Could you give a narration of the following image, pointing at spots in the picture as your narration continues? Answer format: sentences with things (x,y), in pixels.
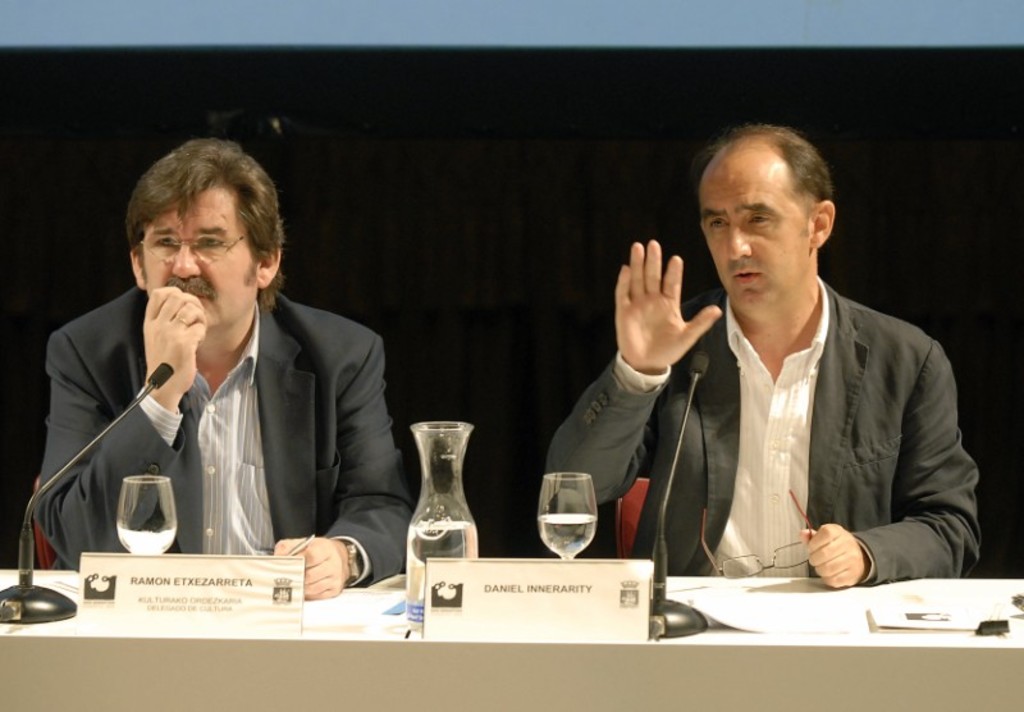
There are two men (719,459) sitting. This is a table (909,653). I can see the name boards (262,584), water jug (426,550), wine glasses (153,539), mike's (663,594), files (822,614) and few other things (810,618) on it. The background (63,196) looks dark.
